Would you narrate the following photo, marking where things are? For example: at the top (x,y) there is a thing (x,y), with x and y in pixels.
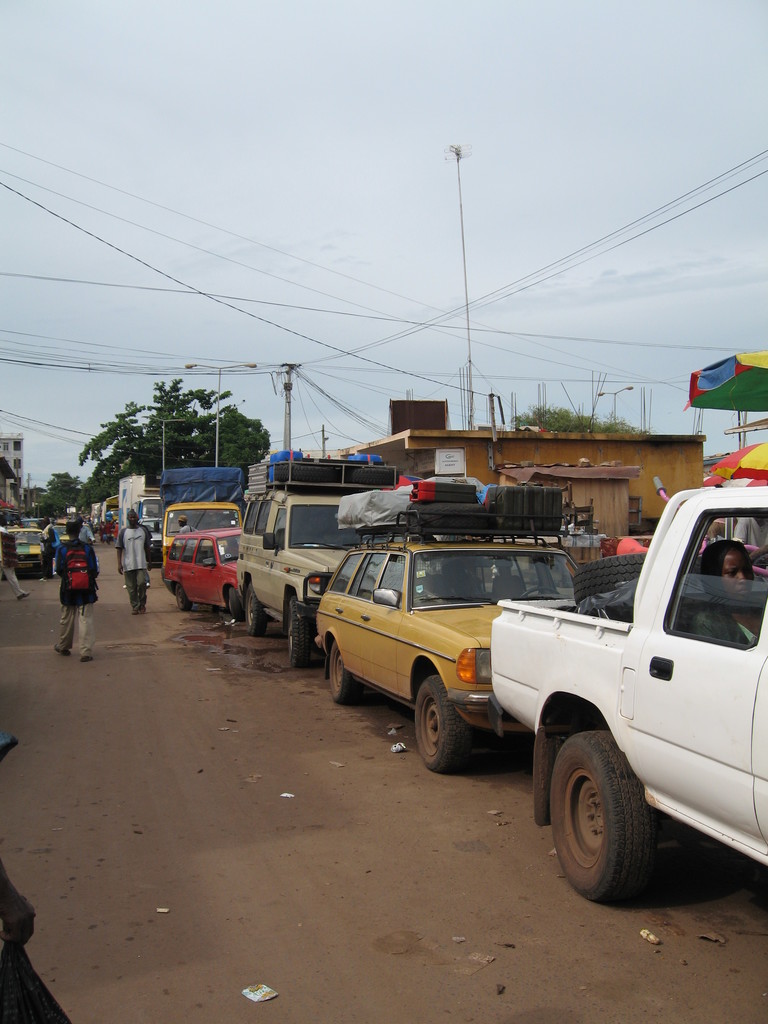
In this image there are vehicles (711,753), there are persons (83,620) walking, there are trees (190,461), buildings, poles (490,396) and wires (80,357) and the sky (483,135) is cloudy. In the front (719,661) in the vehicle (714,680) there is a person (718,610) sitting and there are tents (757,449) on the right side (756,431). In the front (42,996) on the left side (22,958) there is an object (26,965) which is visible.
